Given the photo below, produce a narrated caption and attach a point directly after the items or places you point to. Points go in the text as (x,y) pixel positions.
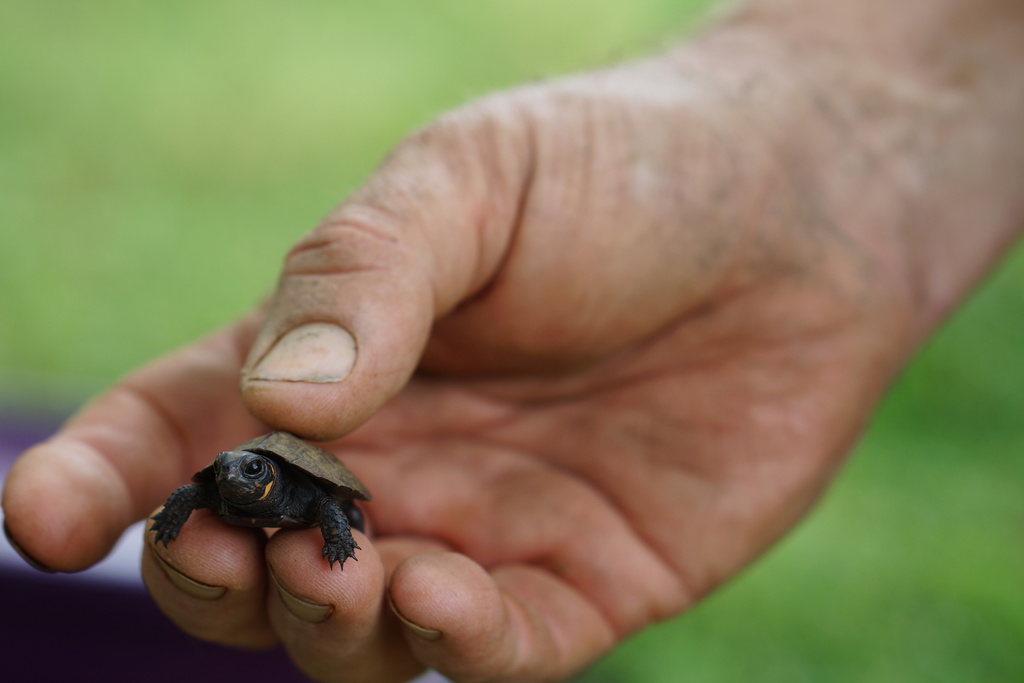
In this image I can see the person (263,353) holding the turtle (213,477) which is in black and grey color. And there is a blurred background (71,358).
